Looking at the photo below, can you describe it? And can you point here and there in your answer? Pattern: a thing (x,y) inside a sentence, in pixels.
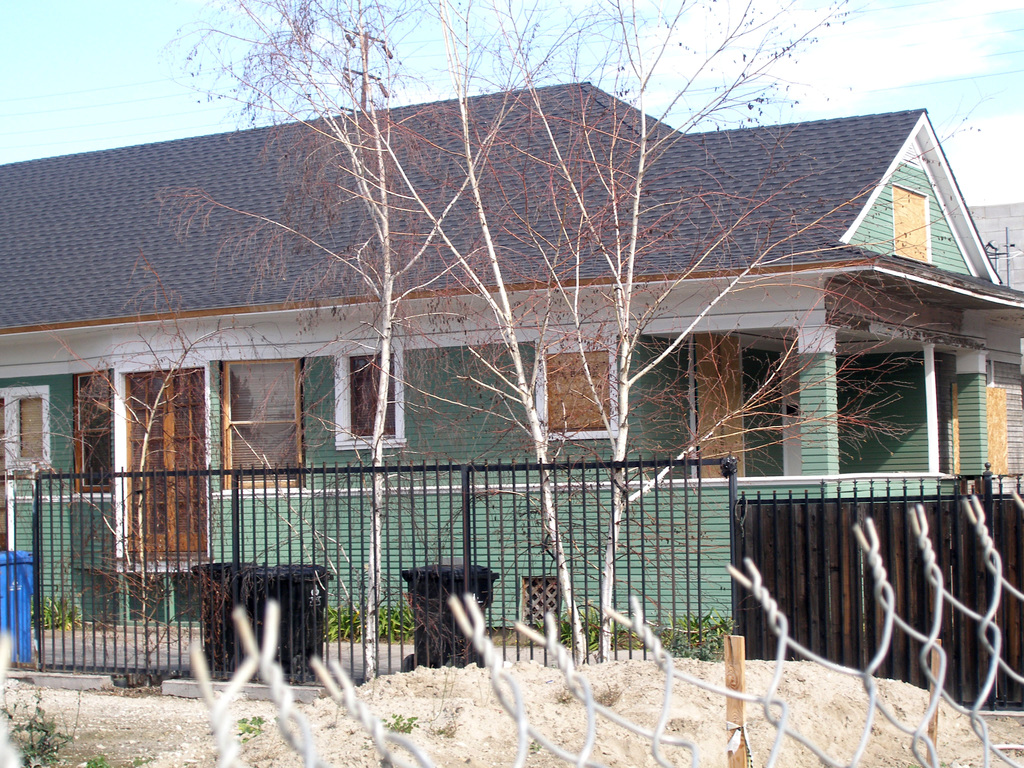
In this image we can see fence (600,657), sand (761,717) and land (131,727). Behind the fence (279,635), we can see dustbin (293,613), trees (625,393) and buildings (832,303). At the top of the image (340,54), we can see the sky (38,54) with some clouds (871,56) and wires (112,89).
